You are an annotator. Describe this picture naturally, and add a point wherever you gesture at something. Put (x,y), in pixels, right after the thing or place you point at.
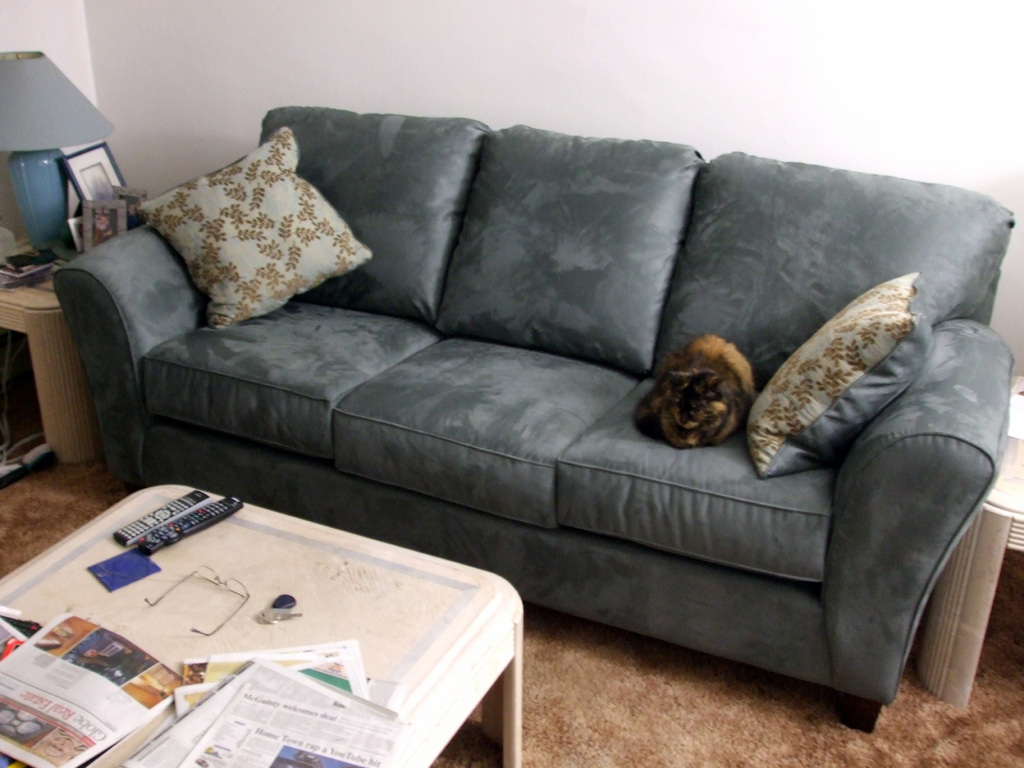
This is a sofa (316,514). This is a pillow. This is a table lamp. This table (238,562). There are a lot of things (362,723) placed on table (310,613) like remote (152,522), spectacles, a key (266,621) and a newspaper (275,736). There is a cat (699,341) on sofa (673,460).
